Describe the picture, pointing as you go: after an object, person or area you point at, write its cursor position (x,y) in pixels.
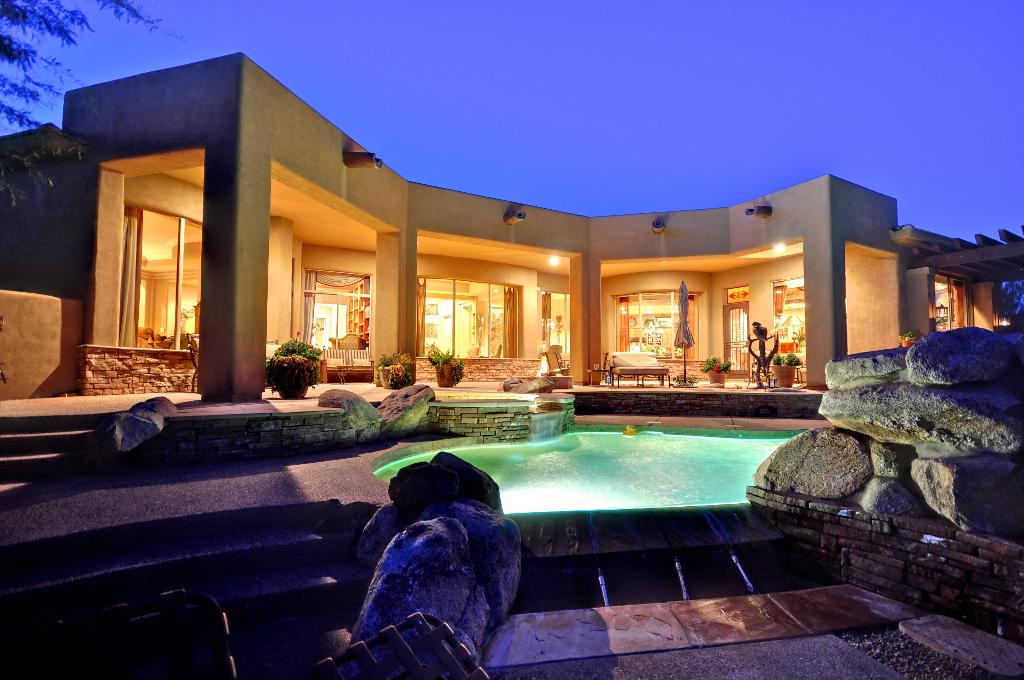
In this image I can see few rocks (515,536), the ground (200,485), few stairs (22,475), water (535,479) in the pool (589,476) and few flower pots (313,379) with plants (404,364) in them. In the background (415,350) I can see the building (319,263), few lights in the building (410,300), a tree (18,17) and the sky (568,67).
